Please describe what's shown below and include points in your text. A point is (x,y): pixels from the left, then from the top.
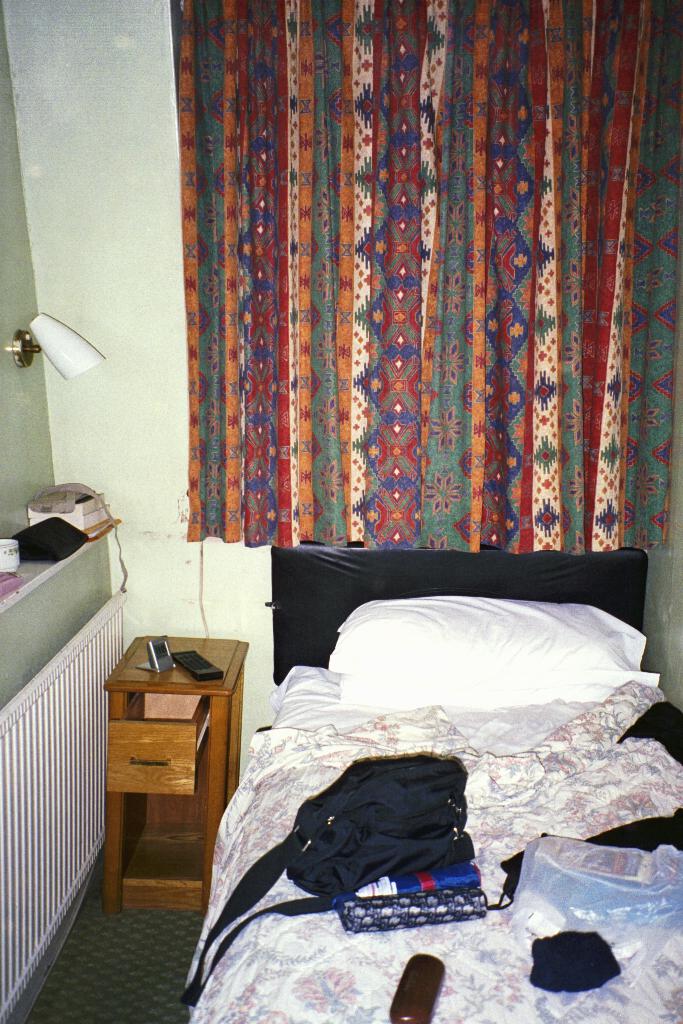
In this picture we can see pillow (472,677), bag (332,860), box (439,979), cover (520,917), clothes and objects (409,895) on the bed (335,949), beside the bed (280,1010) we can see objects (150,643) on the table (220,646). On the left side of the image (14,553) we can see books (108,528) and objects (24,548) on the platform (14,599) and light (22,364). We can see curtain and wall (46,270).
